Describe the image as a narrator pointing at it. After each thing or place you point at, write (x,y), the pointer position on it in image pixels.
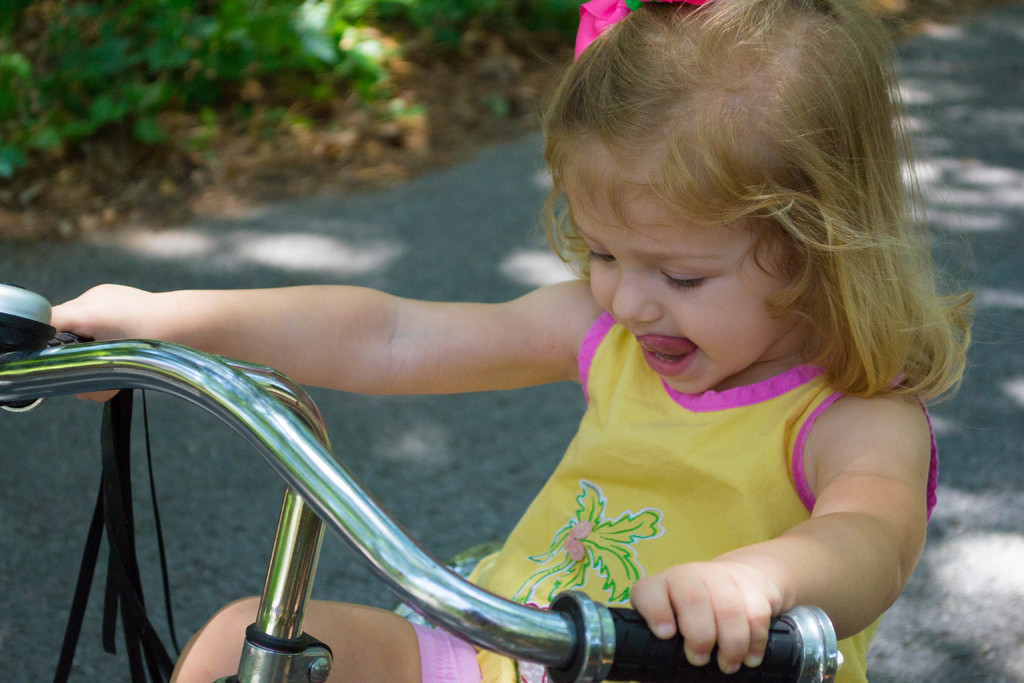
In this image there is a person (409,374) riding bicycle (454,581) on the road (349,463). At the back (192,82) there are plants (186,24).
